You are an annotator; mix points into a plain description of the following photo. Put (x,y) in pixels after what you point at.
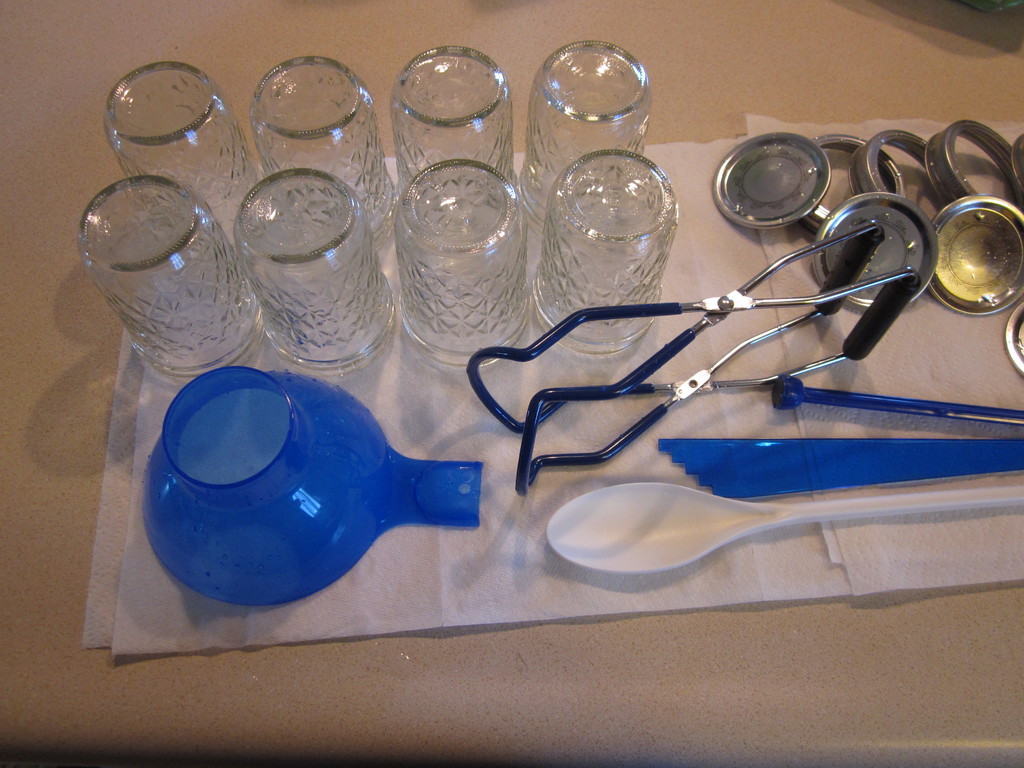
In this image we can see a glasses (472,261), bowl (291,543), spoon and some vessels (833,235).
